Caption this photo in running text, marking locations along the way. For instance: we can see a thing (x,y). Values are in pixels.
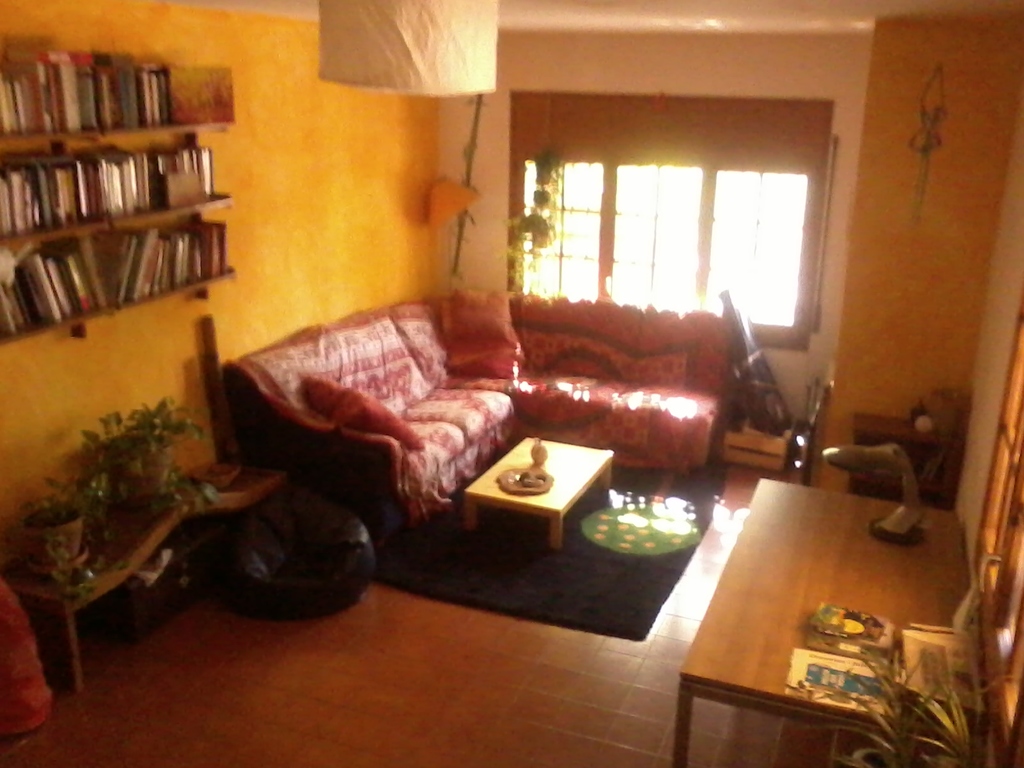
This image is clicked inside a room (749,223). To the left (154,134) there is a rack (46,227) in which many books (16,216) are kept. Below that there is table (35,572) on which plants (58,578) are kept. In the middle (632,419) there is a sofa (474,382) and bean bag (325,570) along with teapoy (577,483). And to the right (929,528) there is a window (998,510) and a table (818,709) on which papers (869,627) are there.
